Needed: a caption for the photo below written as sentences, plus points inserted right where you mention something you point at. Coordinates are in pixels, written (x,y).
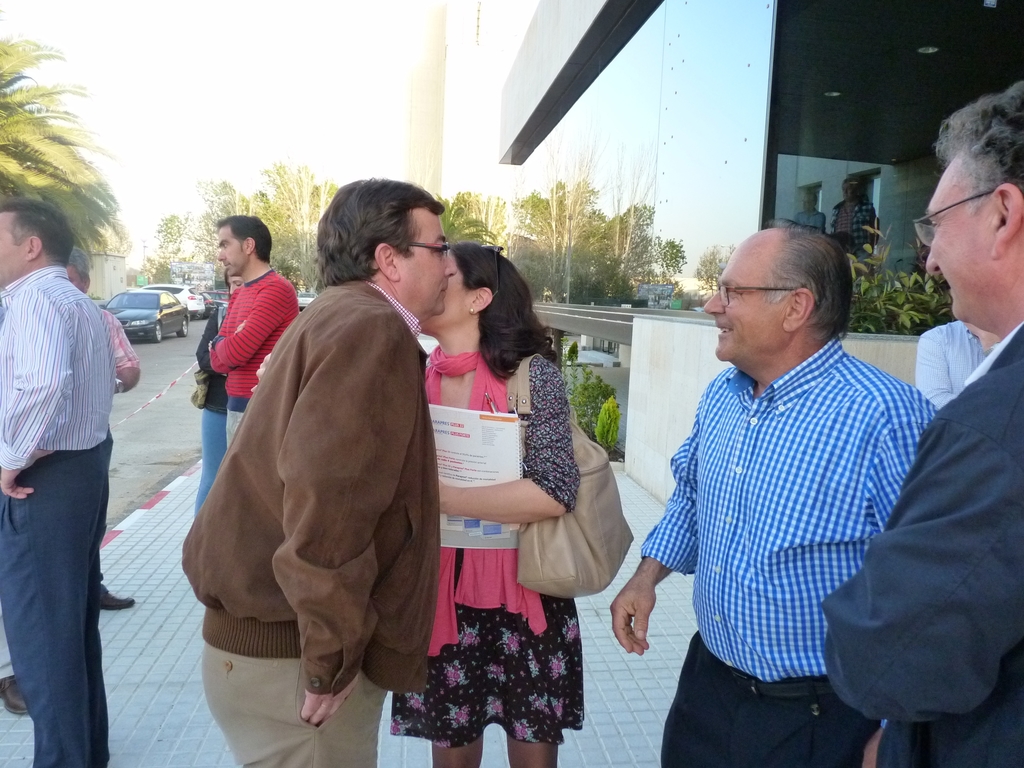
In the image there are a group of people (312,452) standing beside the building (570,331) on a path (190,509) and among them a woman (481,397) is holding some books (502,454) and wearing a bag (573,551), in the background (173,236) there are trees (211,248) and vehicles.
